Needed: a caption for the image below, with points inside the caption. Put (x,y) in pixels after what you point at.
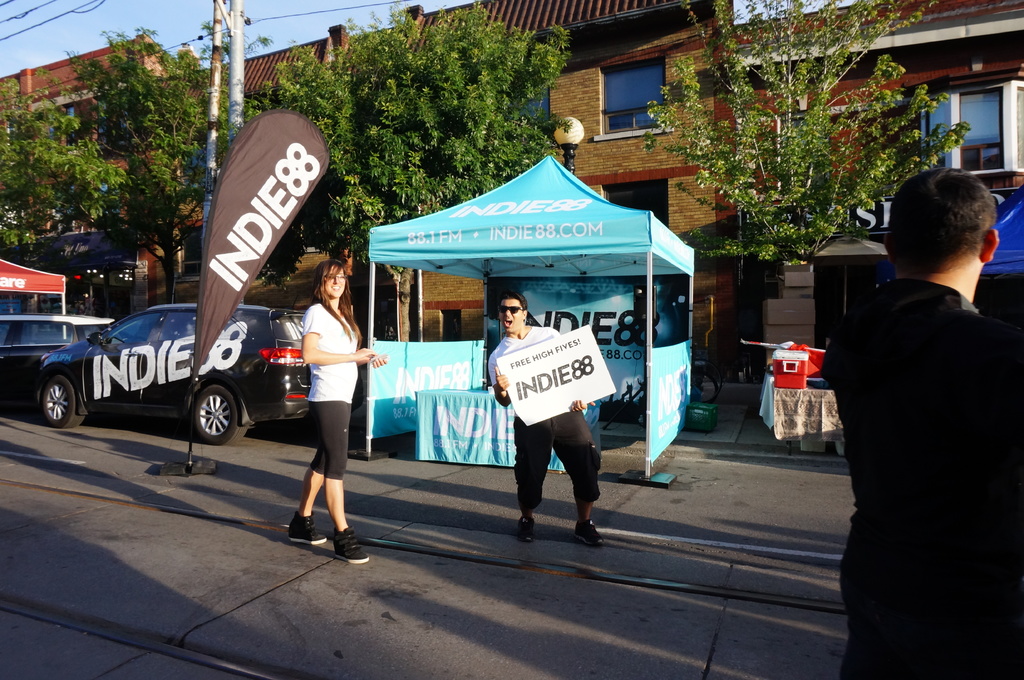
3 people (978,442) are standing. The person (521,451) at the center (492,378) is holding a card (512,376). There are tents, electric poles (212,174) and wires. There are vehicles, light pole (564,148) and buildings (632,70) at the back (600,121).
